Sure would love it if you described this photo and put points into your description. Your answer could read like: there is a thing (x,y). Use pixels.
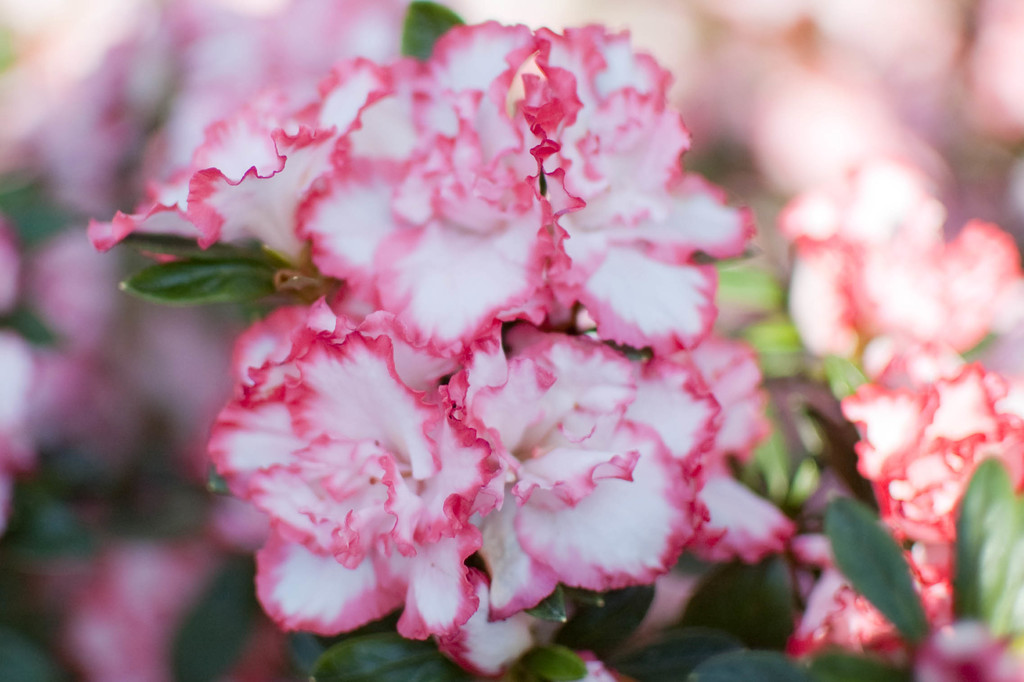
In this picture we can see the flowers (582,502) and leaves (996,551). In the background (120,20), the image is blurred.
